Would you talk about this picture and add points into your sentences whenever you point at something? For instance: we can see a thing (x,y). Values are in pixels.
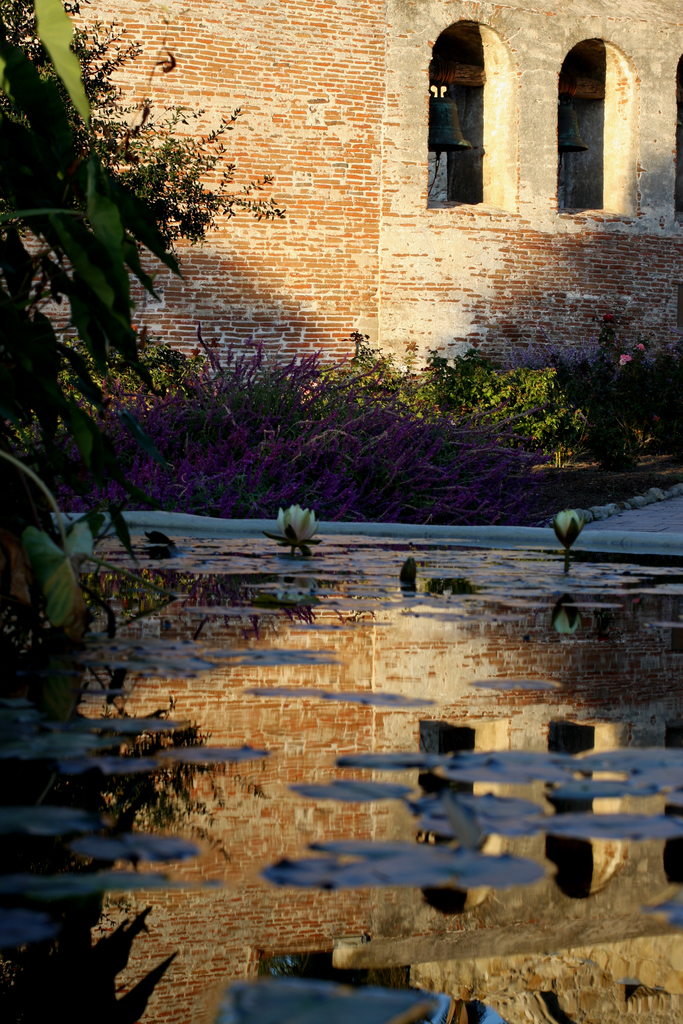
Here on the water (243,853) we can see plants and flowers (285,542). On the left (119,194) there is a plant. In the background (284,197) there is a building (346,139) and two bells (446,86) hanging to the pole (455,74) and we can see plants (344,472).
